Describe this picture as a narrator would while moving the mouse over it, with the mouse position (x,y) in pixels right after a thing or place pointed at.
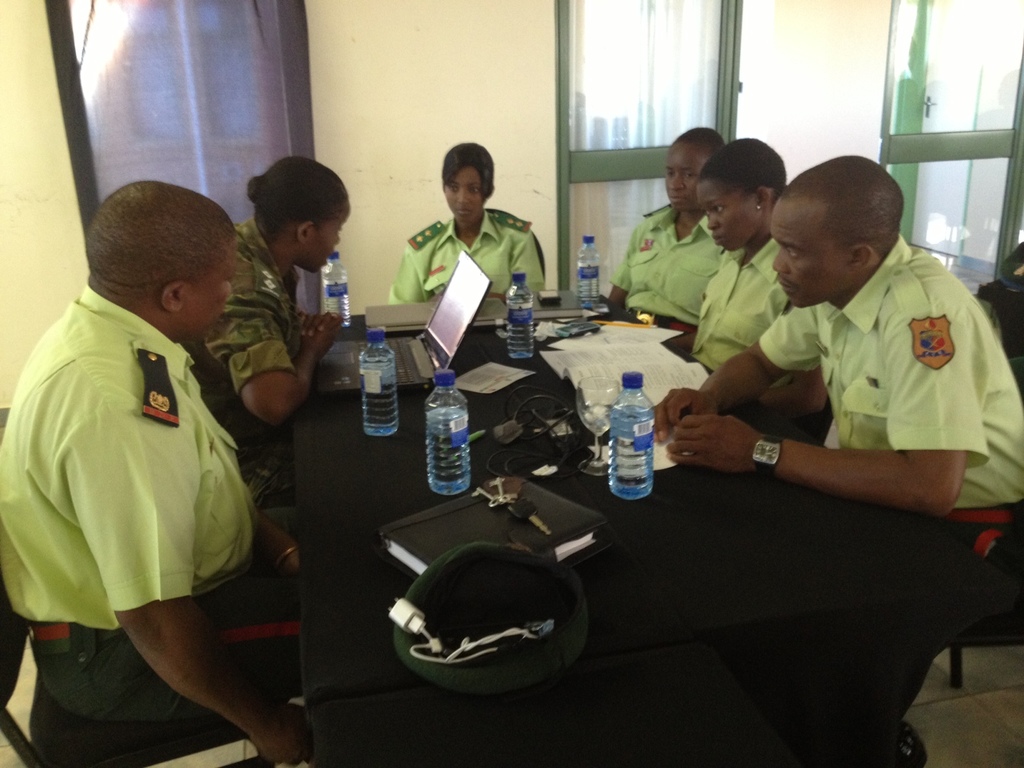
A group of people (219,363) are sitting together around the table (818,492). They wore green color shirts (240,539), there are water bottles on this table (564,403).
